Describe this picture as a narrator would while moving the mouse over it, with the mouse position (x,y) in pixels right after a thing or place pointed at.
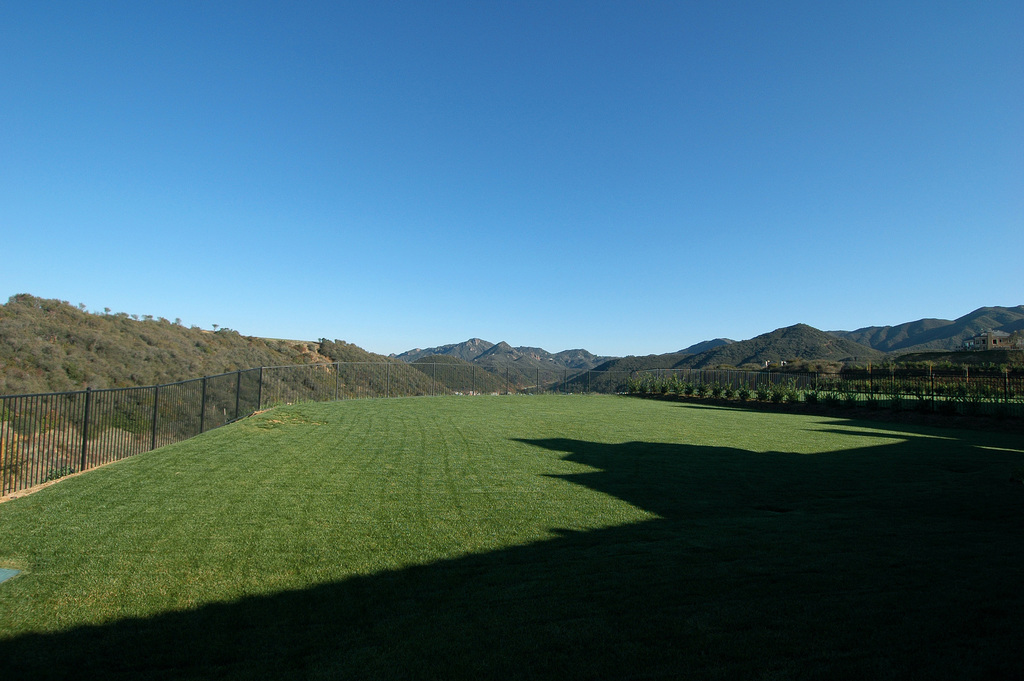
At the bottom of the image (461,576) we can see grass (381,549). In the center (624,381) there is a fence (689,388). In the background (829,369) there are hills (496,360) and sky (421,209).
